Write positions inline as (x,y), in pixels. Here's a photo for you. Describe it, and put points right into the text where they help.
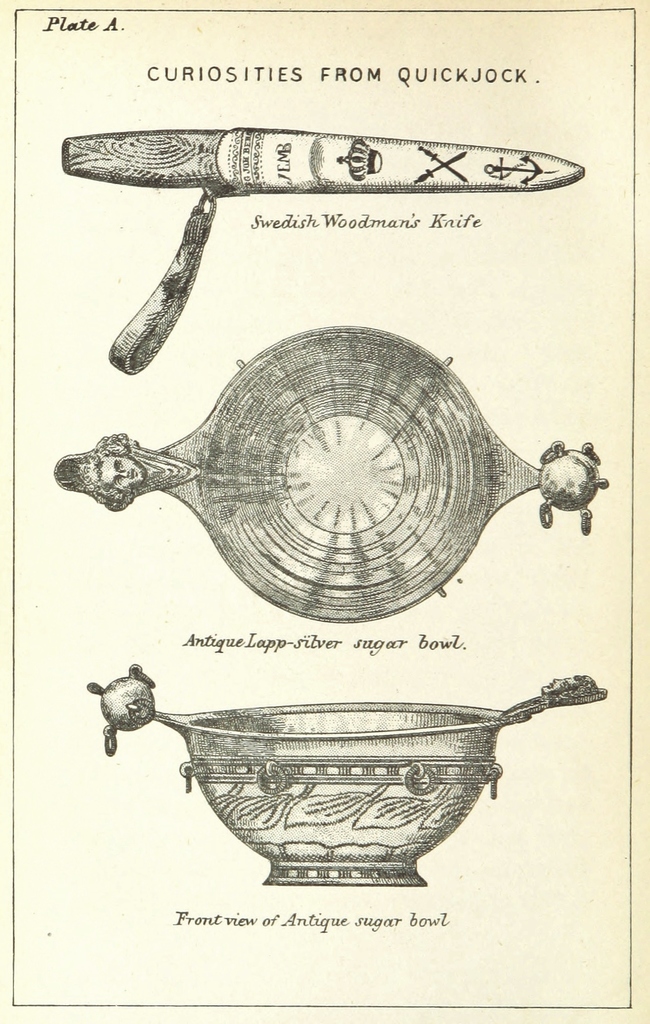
In this image we can see the depictions of knife (364,190) and two bowls (373,705) with the text (362,919).
